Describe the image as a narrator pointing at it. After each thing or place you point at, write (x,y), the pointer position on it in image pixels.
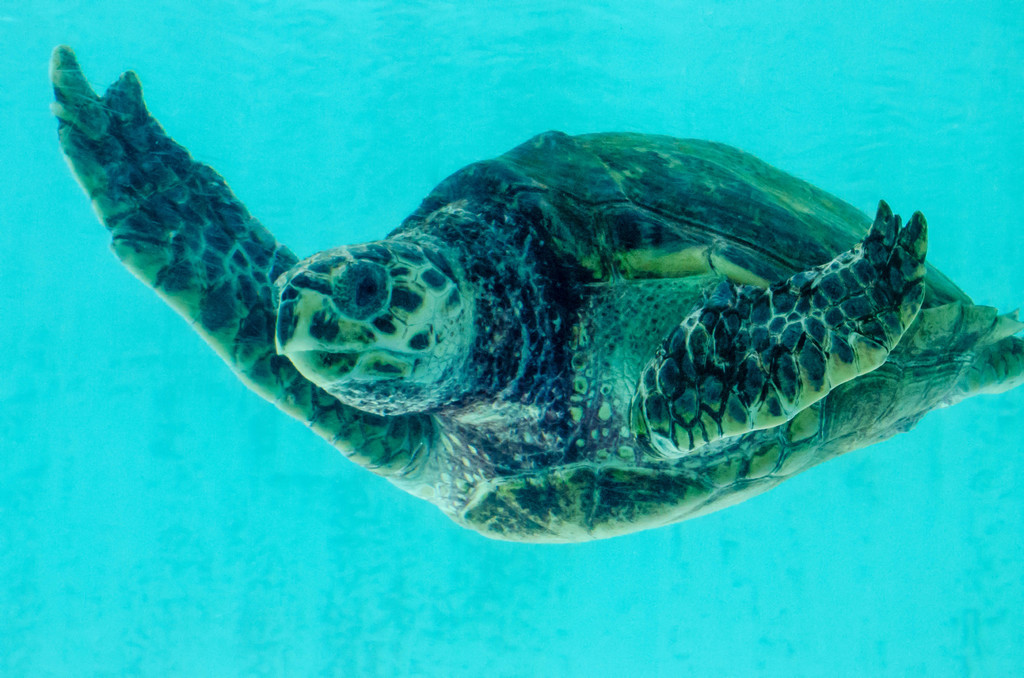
In the center of the image (547,381) we can see one tortoise (636,396) in the water (578,563). And we can see the tortoise (743,378) is in green and black color. And we can see the blue color background (711,110).
